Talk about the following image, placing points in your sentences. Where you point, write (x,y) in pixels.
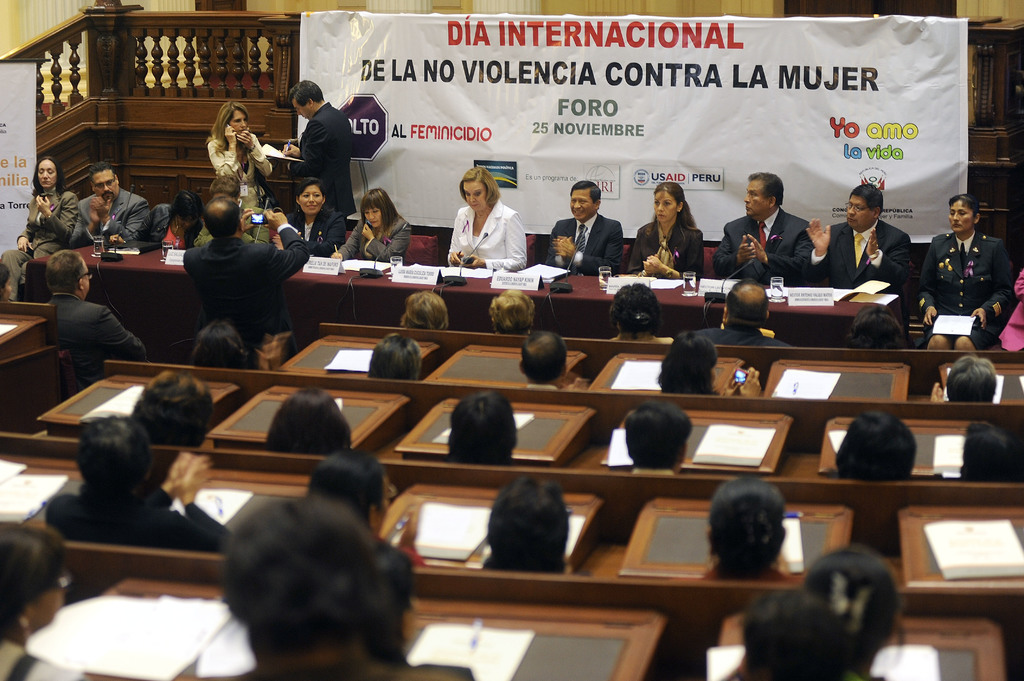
There are few people (900,253) sitting in chairs (426,253) and there is a table (473,286) in front of them, Which has few mic (377,268) and papers (346,263) on it and there is a banner (693,80) behind them which has something written on it and there are few people (398,568) sitting in front of them.
